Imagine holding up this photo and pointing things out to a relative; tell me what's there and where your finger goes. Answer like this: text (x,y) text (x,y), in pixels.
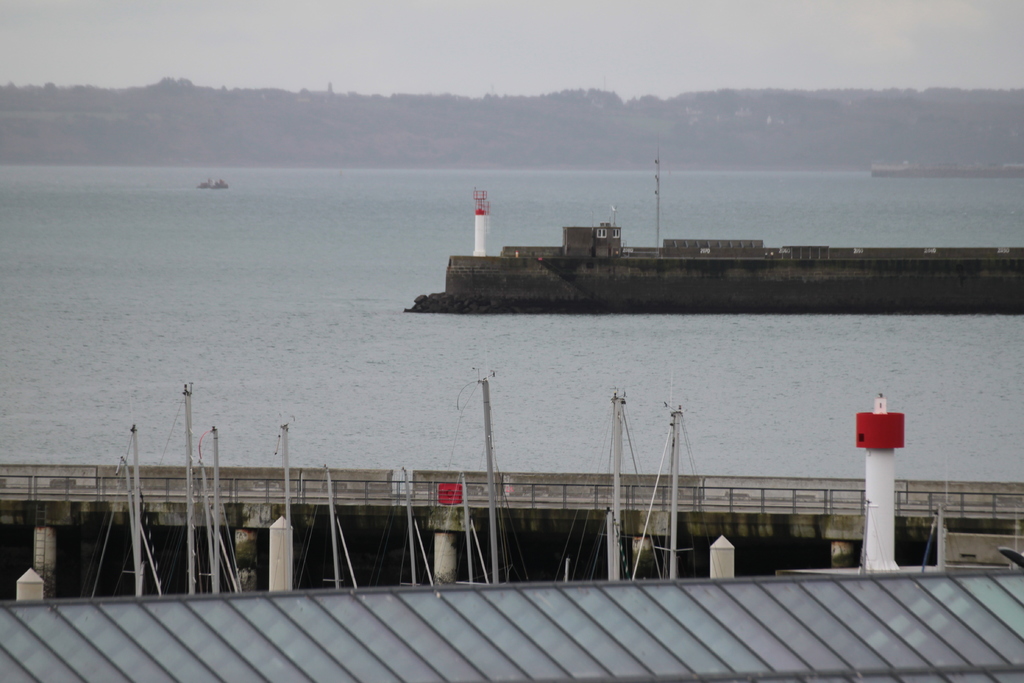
In the picture I can see the bridge construction (658,511). It is looking like a metal roofing (708,601) at the bottom of the picture (873,600). In the background (255,189), I can see the ocean (255,189) and looks like there is a ship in the water (527,178). I can see the trees (210,97) in the background (810,147). There are clouds (634,73) in the sky (637,57).
